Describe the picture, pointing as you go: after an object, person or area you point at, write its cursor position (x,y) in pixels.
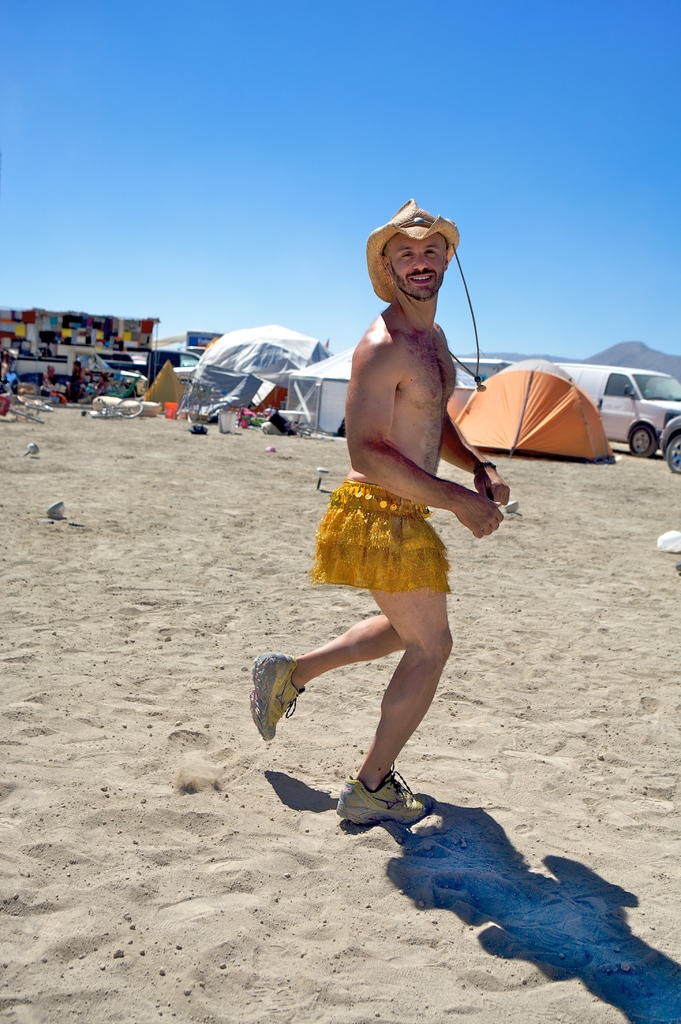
In this image there is a person (425,582) running on the sand (310,572), and there are tents (274,340), vehicles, a stall (61,323), hills (615,348), and in the background (274,173) there is sky (274,173).
